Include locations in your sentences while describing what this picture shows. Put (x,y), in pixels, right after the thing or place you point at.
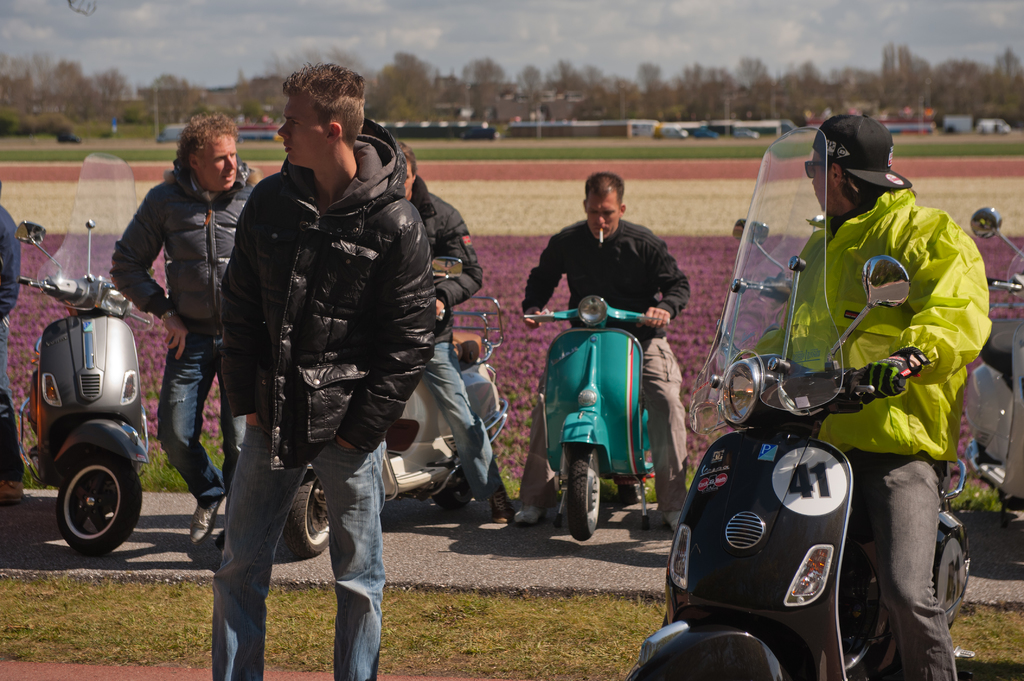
There are five people (803,304). On the right side (817,312) we have yellow shirt person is holding a handle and his wearing a cap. On the left side (341,474) we have a two persons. They are standing. In the background (565,390) we can see the remaining two people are sitting on a motorcycle (563,413).
